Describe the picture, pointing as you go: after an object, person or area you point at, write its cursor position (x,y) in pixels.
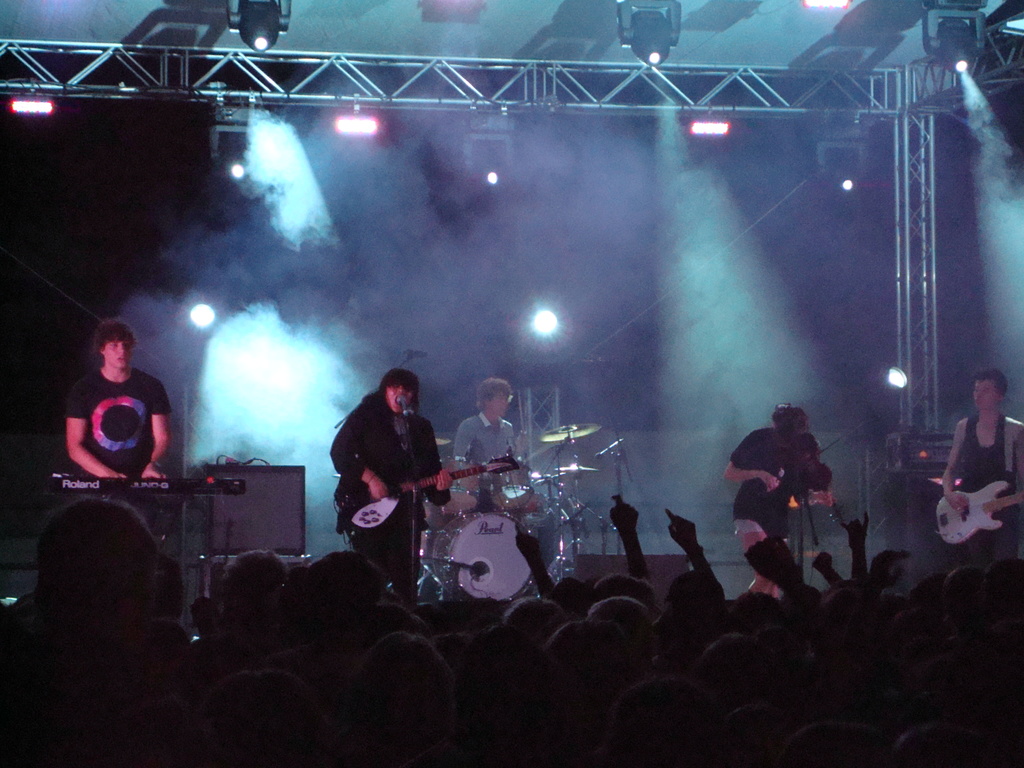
In this image I can see the group of people (431,666). In-front of these people (278,563) I can see few people (382,541) standing and holding the musical instruments (365,503). These people (402,516) are wearing the different color dresses (346,467). In the back (305,379) I can see the lights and the smoke (318,219).
